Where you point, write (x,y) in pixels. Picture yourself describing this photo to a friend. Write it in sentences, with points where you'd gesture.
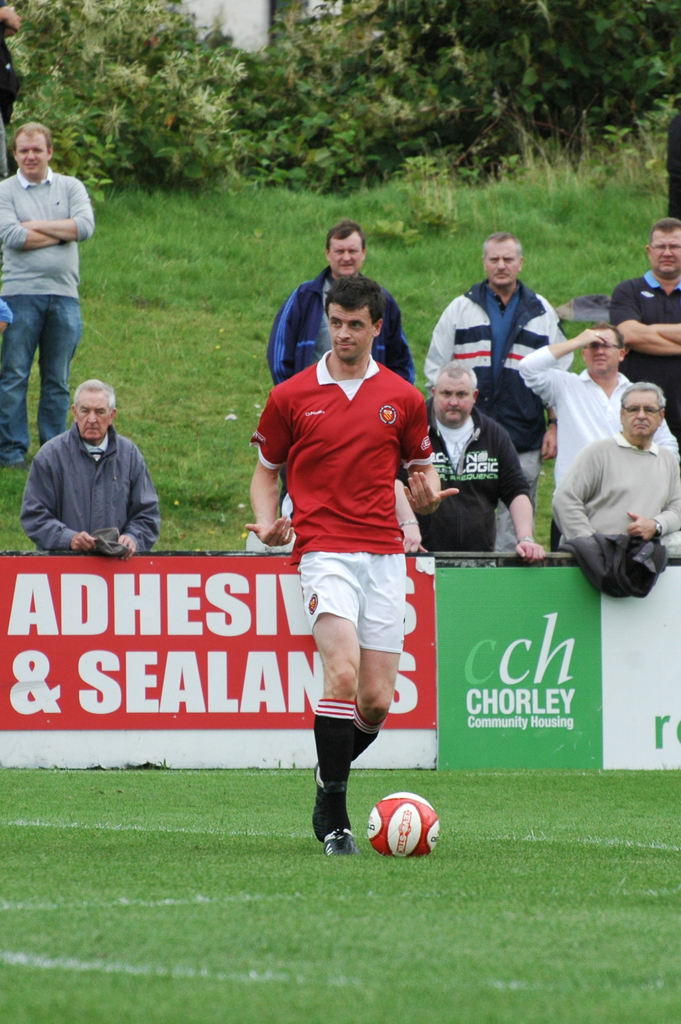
In the picture I can see a person (342,476) wearing red color T-shirt (315,506), white color short (318,604) playing football, there is a ball (384,850) in front of him and in the background of the picture (398,714) there is a board (24,749) there are some persons (52,471) standing, there are some plants (236,132), grass (253,258).
